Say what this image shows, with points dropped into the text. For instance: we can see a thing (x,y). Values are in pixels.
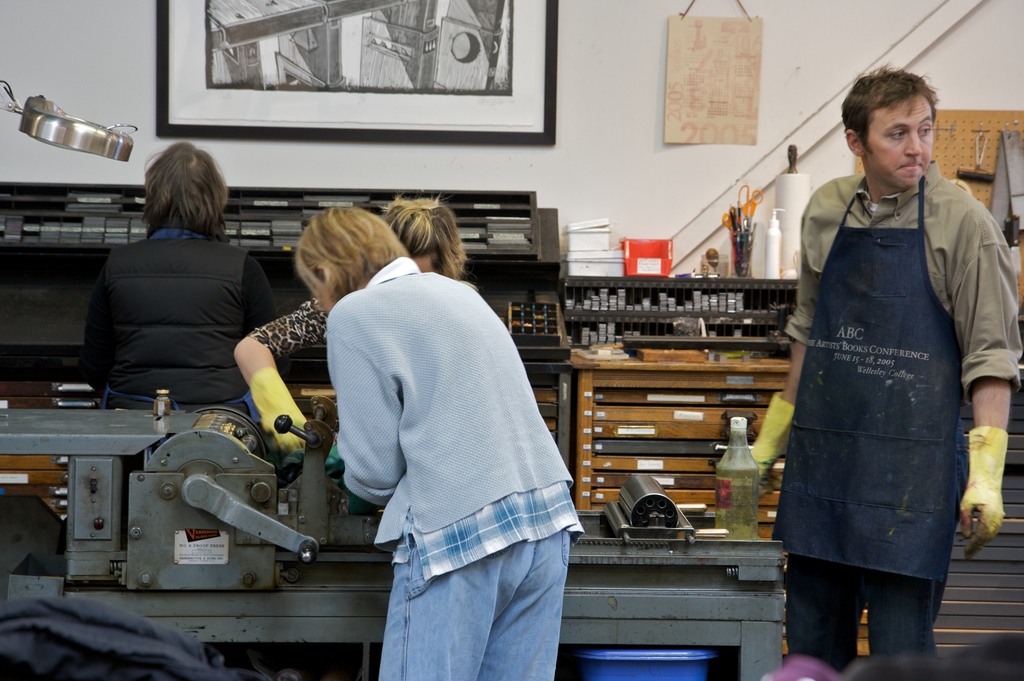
In this image there are people (457,384) standing in front of the machines (351,524). In the background of the image (542,110) there is a photo frame (479,77) and a poster (684,142) on the wall (652,174). On the left side of the image (36,117) there is some object (84,131).
